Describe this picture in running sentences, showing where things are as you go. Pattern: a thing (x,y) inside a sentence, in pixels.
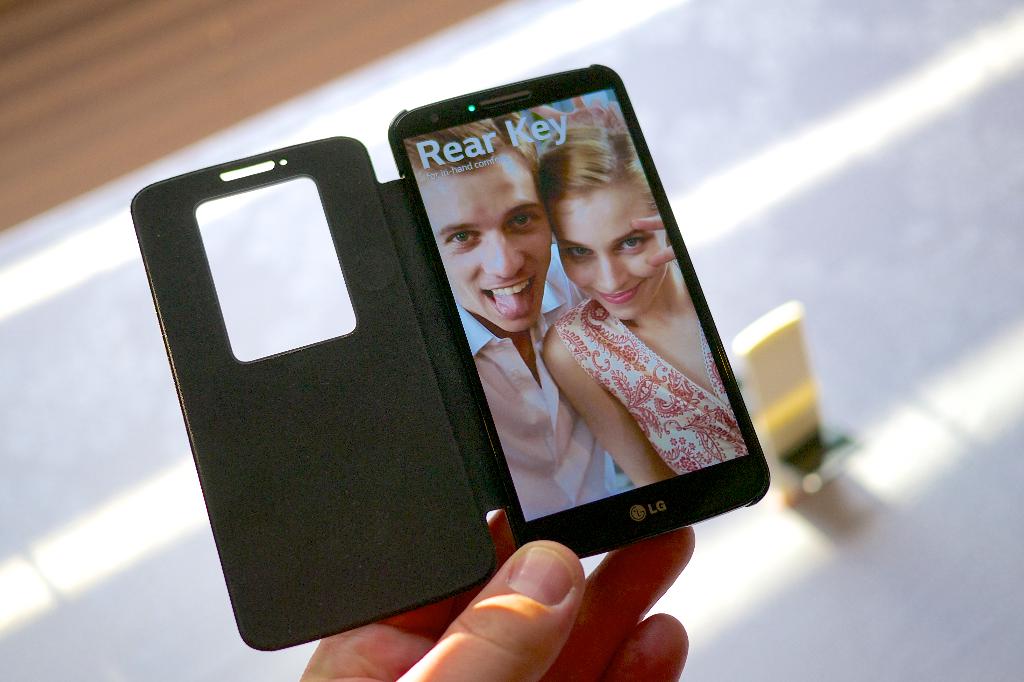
In the picture I can see the hand (625,646) of a person (684,649) holding the mobile phone (604,417).
